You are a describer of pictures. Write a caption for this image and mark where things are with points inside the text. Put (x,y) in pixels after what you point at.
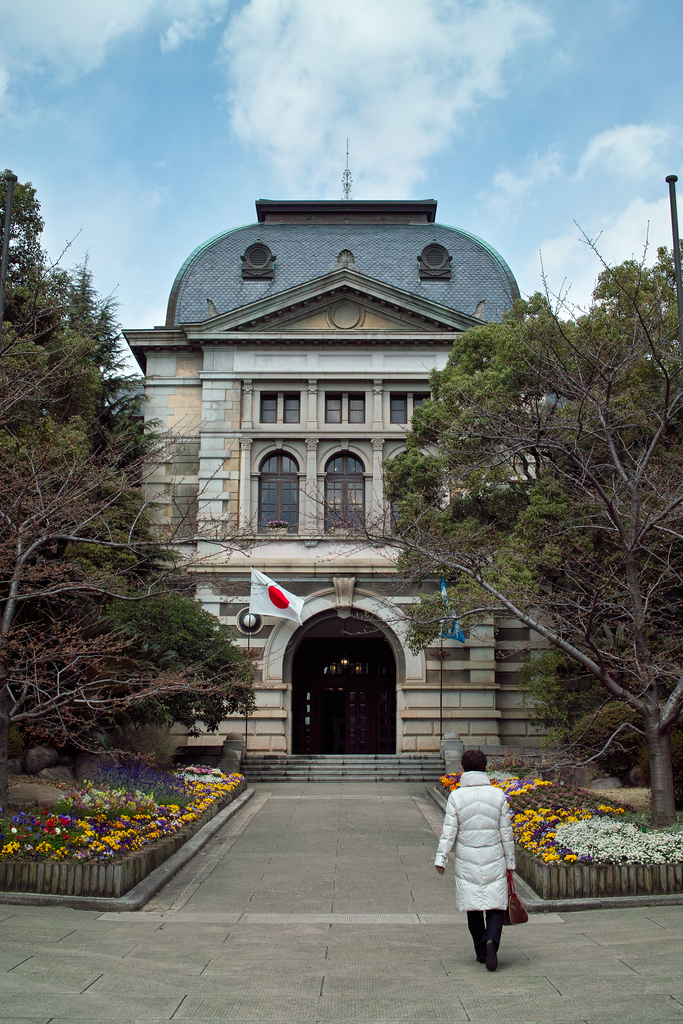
In this image there is a building (317,469). On the right (577,558) and left side of the image (64,588) there are trees (622,570), flowers (117,774) and plants (198,774) and there is a lady (483,855) walking and she is holding a bag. In the background (321,16) there is the sky (477,193).
